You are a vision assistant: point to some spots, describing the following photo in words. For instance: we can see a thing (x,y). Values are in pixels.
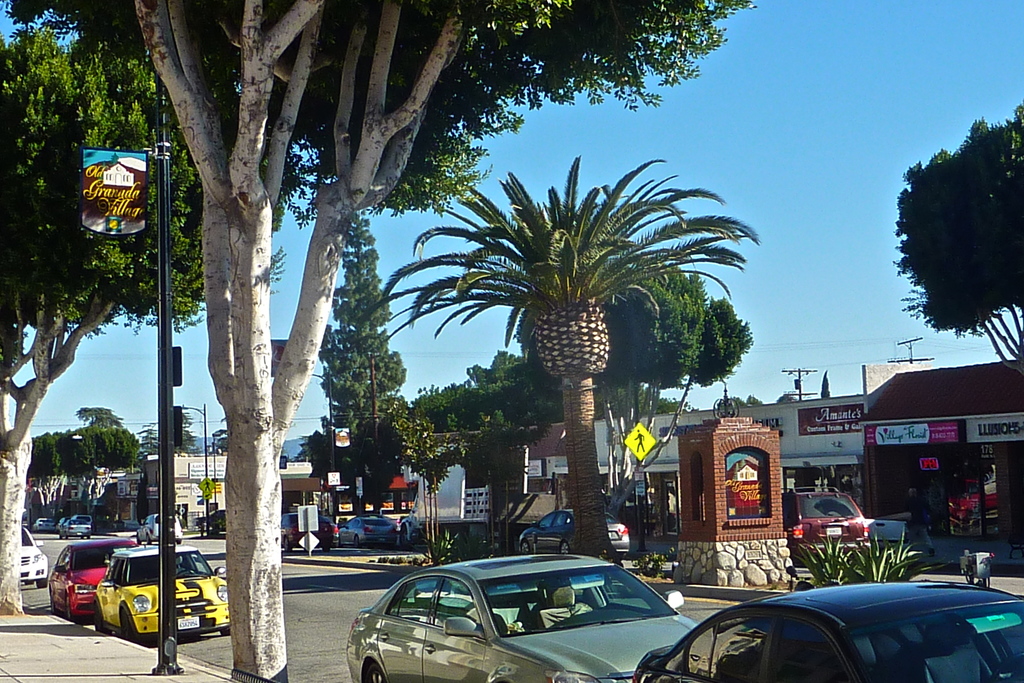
In this image we can see vehicles (389,628), trees (428,472), plants (817,556), road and other objects (702,505). In the background of the image (621,427) there are buildings (890,395), trees (647,388), vehicle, poles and other objects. On the left side of the image (121,314) there is a tree (22,229) and a walkway (69,660). At the top of the image (797,154) there is the sky (931,133).
